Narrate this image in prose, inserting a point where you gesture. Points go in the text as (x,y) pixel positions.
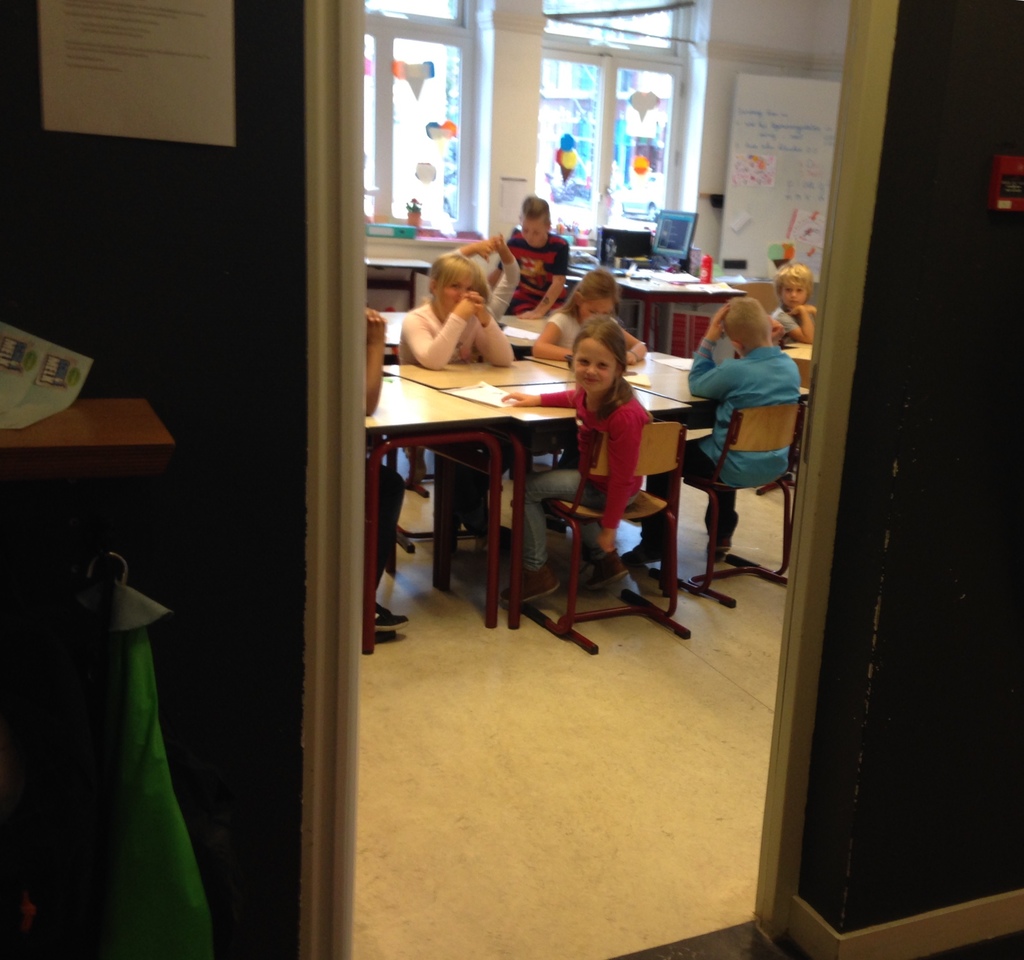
On the left side (50,367), there is a document (87,367) on a table (120,417). On the right side (719,272), there is a room (613,351). In this room (766,250), there are children (534,250) sitting in front of the tables (547,368), on which there are some objects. In the background (753,257), there are glass windows (654,84), a white color board (814,176), a wall (736,70) and other objects (681,318).
